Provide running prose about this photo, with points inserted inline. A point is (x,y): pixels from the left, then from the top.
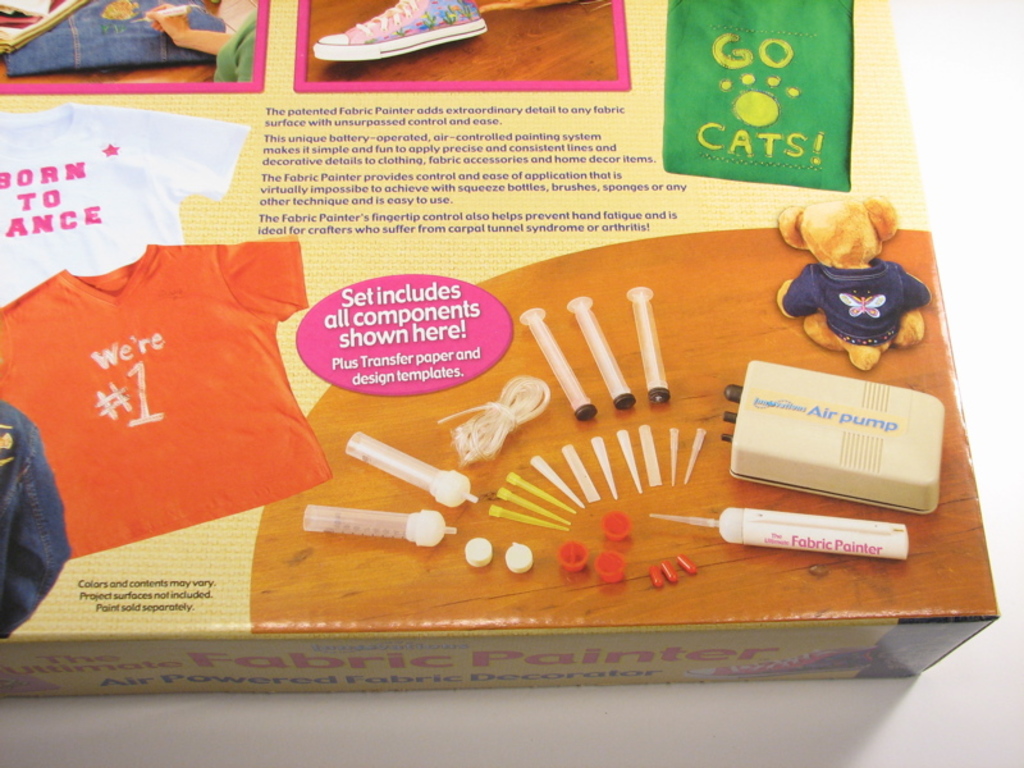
In this image there is a cardboard box (489,284) with pictures (536,376) and text (362,382) on it, the box (311,411) is on top of the table (621,761).
